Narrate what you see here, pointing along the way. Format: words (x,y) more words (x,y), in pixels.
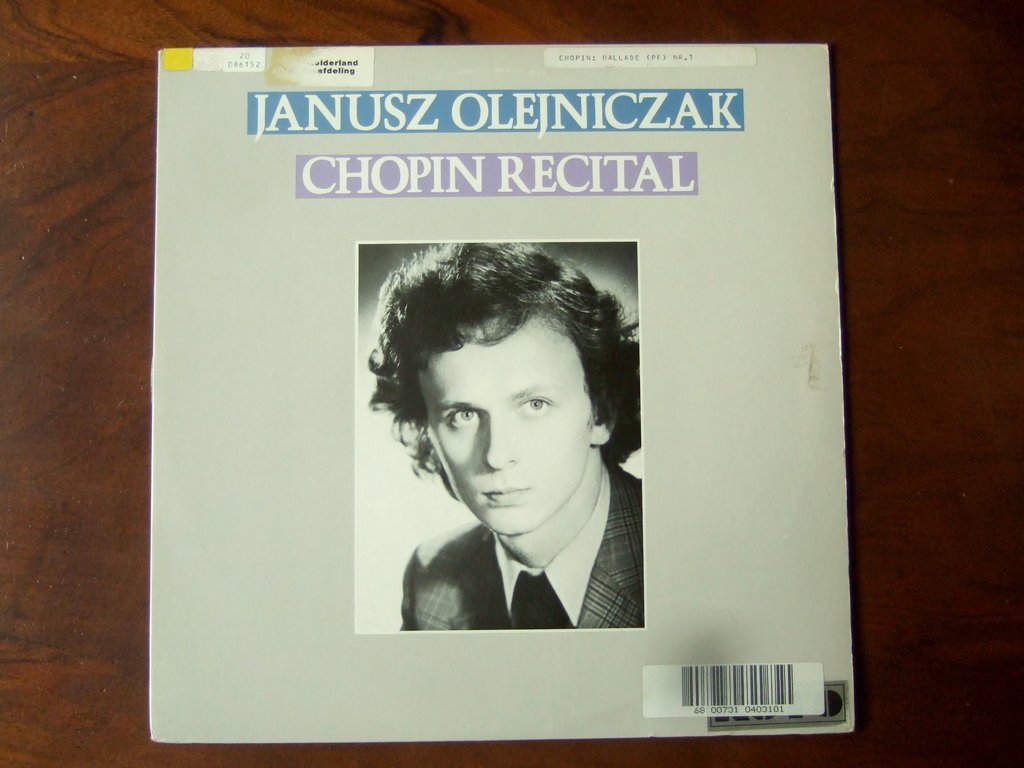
In this picture we can see a poster (470,516) with a person (487,512) and some text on it and this poster (368,531) is on the wooden surface (1007,531).
